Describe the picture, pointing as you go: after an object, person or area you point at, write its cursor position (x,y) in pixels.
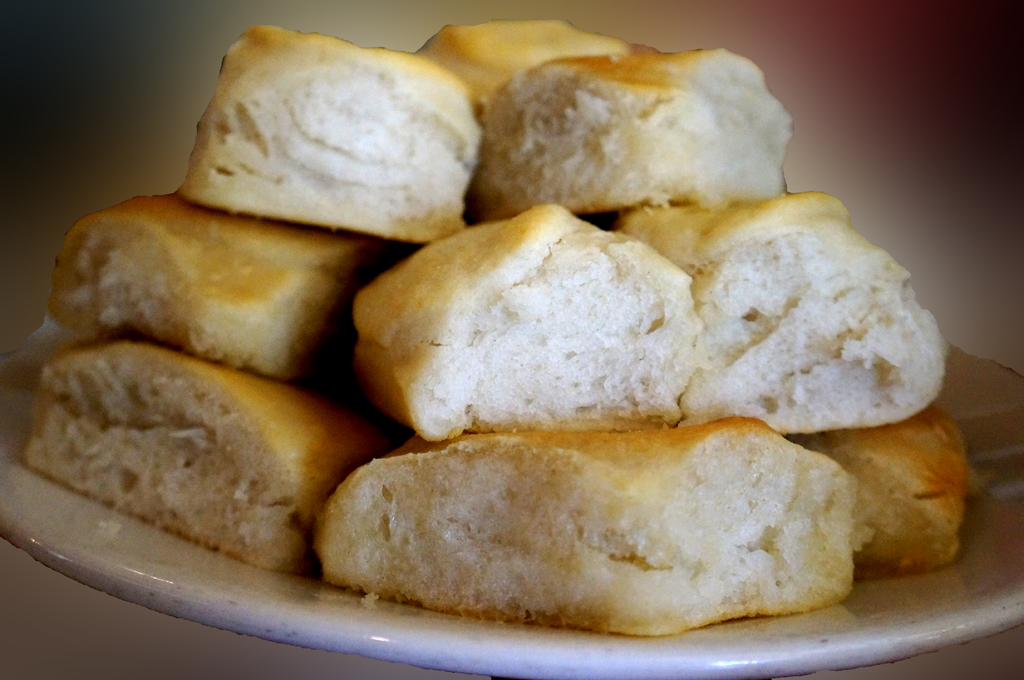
In this picture there is a plate (769,660) in the center of the image (383,412), which contains bread (746,234) in it.
